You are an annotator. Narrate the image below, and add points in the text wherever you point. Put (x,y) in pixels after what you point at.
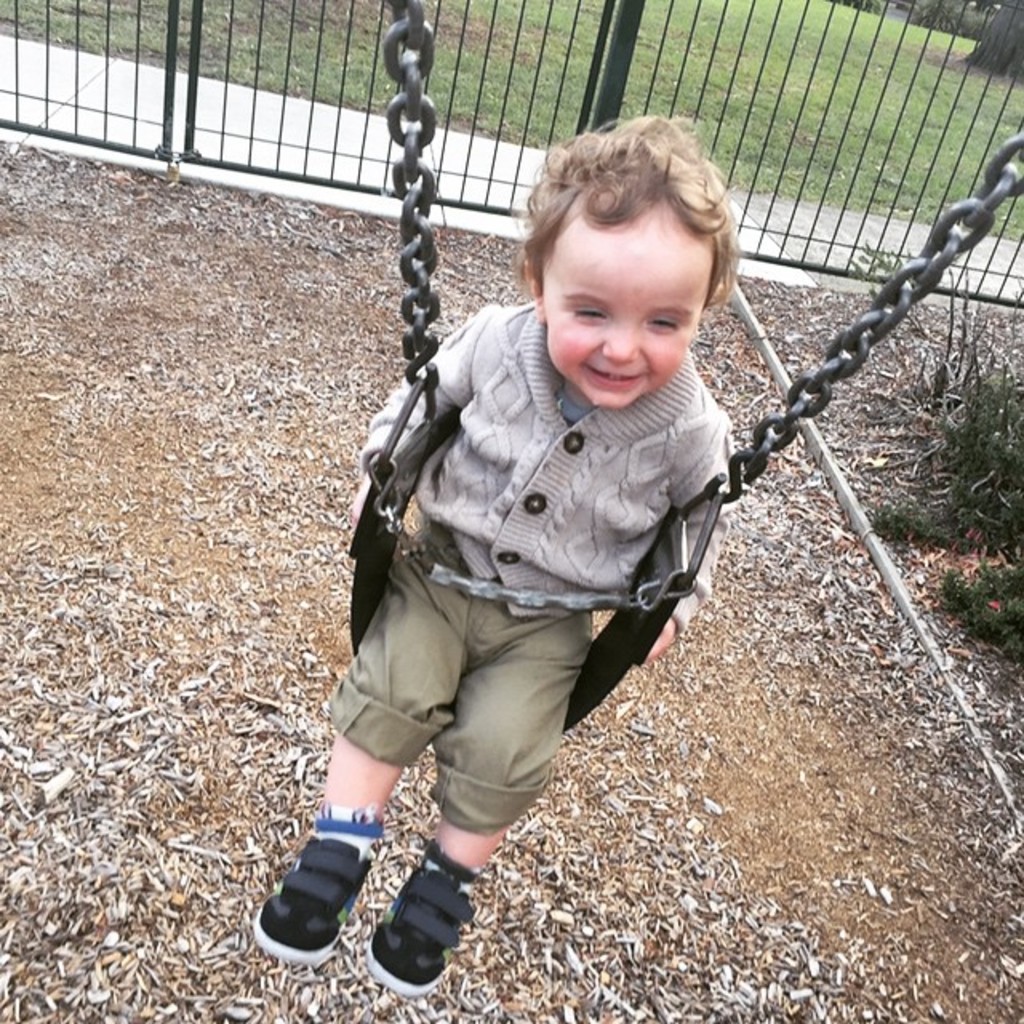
In this image we can see a boy (481,666) sitting on the swing (401,110), there are some plants (966,469), grass (784,121) and the fence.
